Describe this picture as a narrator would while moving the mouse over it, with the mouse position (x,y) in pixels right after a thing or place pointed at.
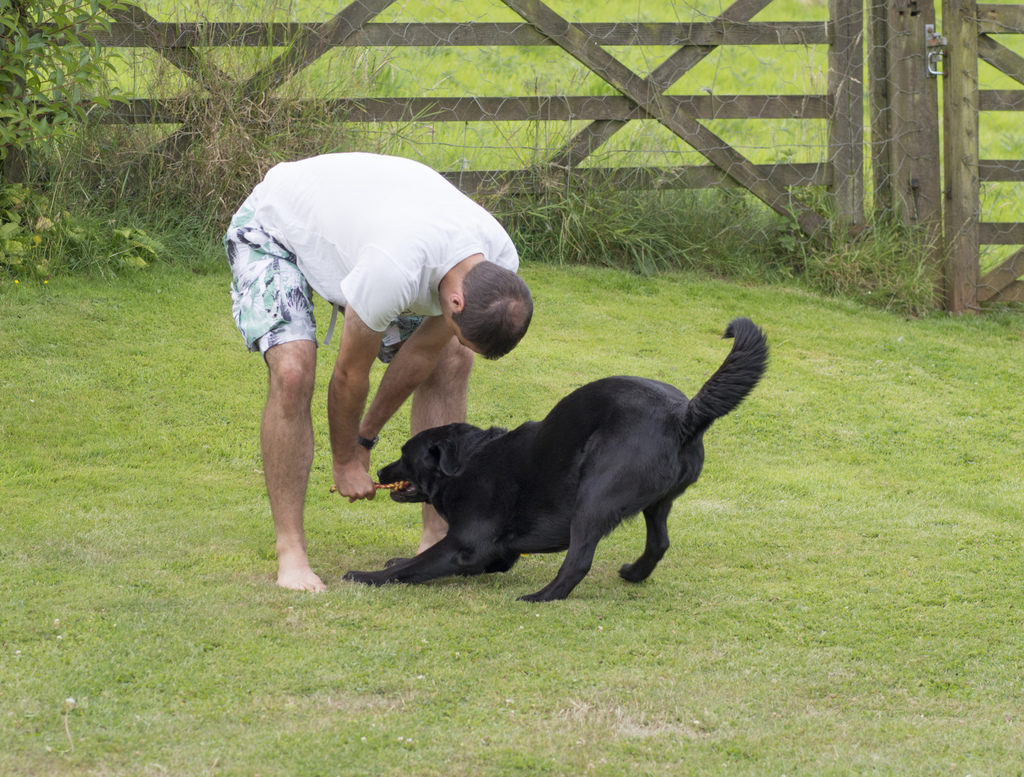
A man (362,347) is playing with a black dog (509,490). They are standing on a grass lawn (771,476). In the background (715,136) there is a wooden fencing (607,42) and some trees (13,97) are on the left corner (44,105). Also there are some grasses (281,149) over the fences (687,189).
